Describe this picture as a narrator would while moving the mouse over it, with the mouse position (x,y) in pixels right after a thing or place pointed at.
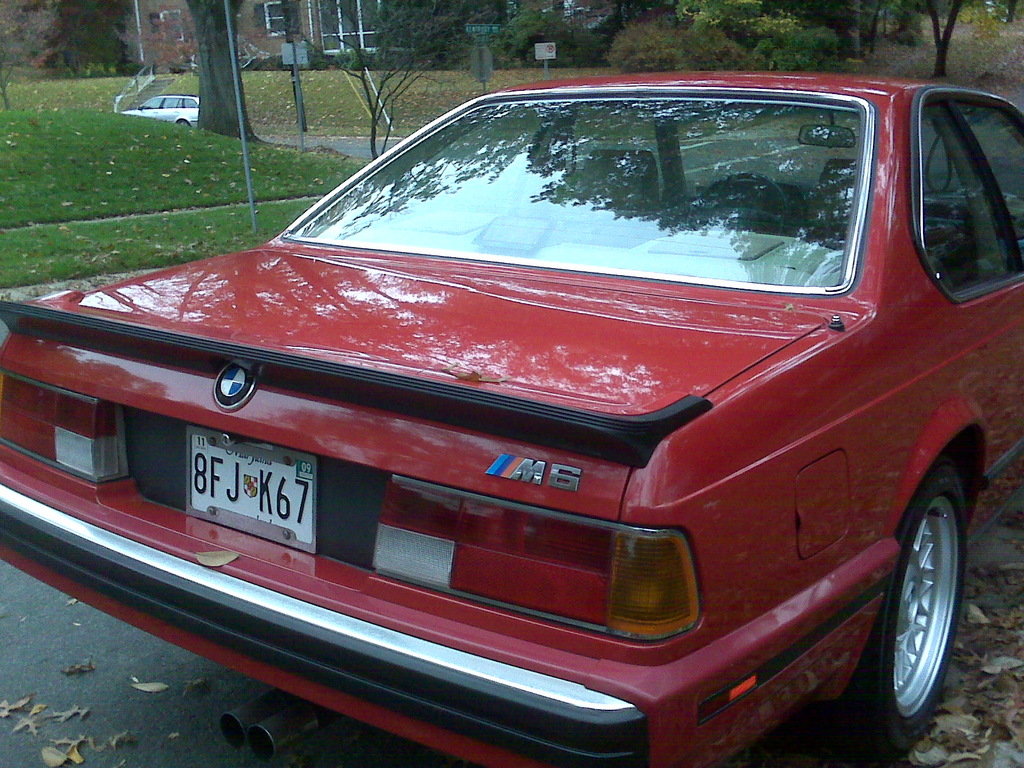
Here we can see a car (494,370) on the road (345,755). In the background (232,237) there is a vehicle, trees (213,62), poles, building (317,44), grass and windows (359,39).
